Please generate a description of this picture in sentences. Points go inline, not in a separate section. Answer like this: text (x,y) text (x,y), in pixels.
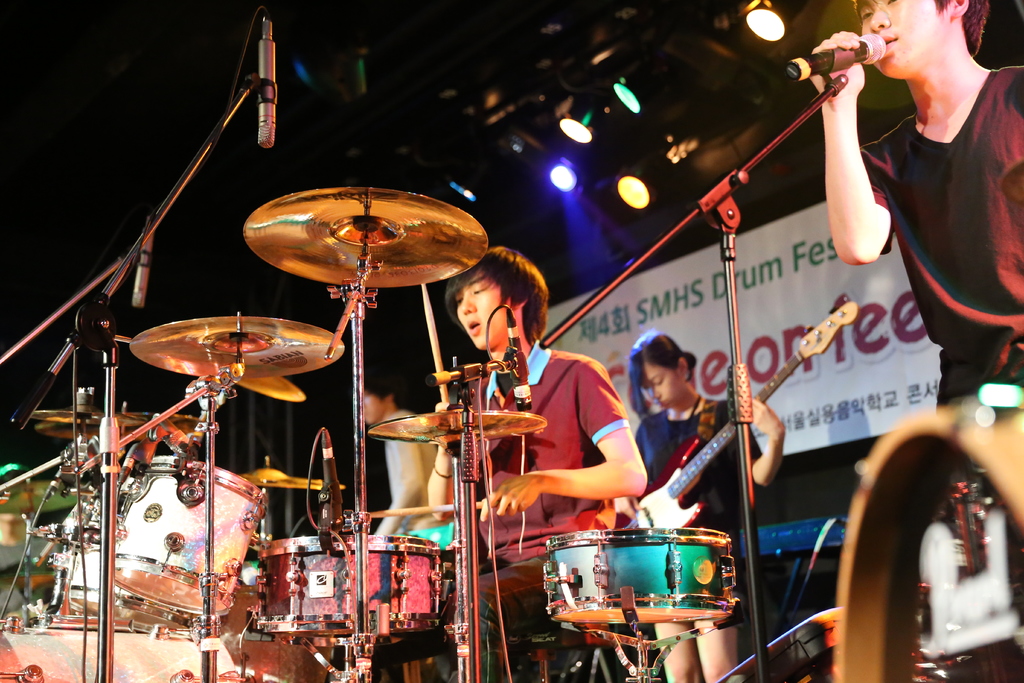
In the image I can see some people (995,120) playing some musical instruments (293,355) and behind there is a poster (798,426) and also I can see some lights (757,20).
